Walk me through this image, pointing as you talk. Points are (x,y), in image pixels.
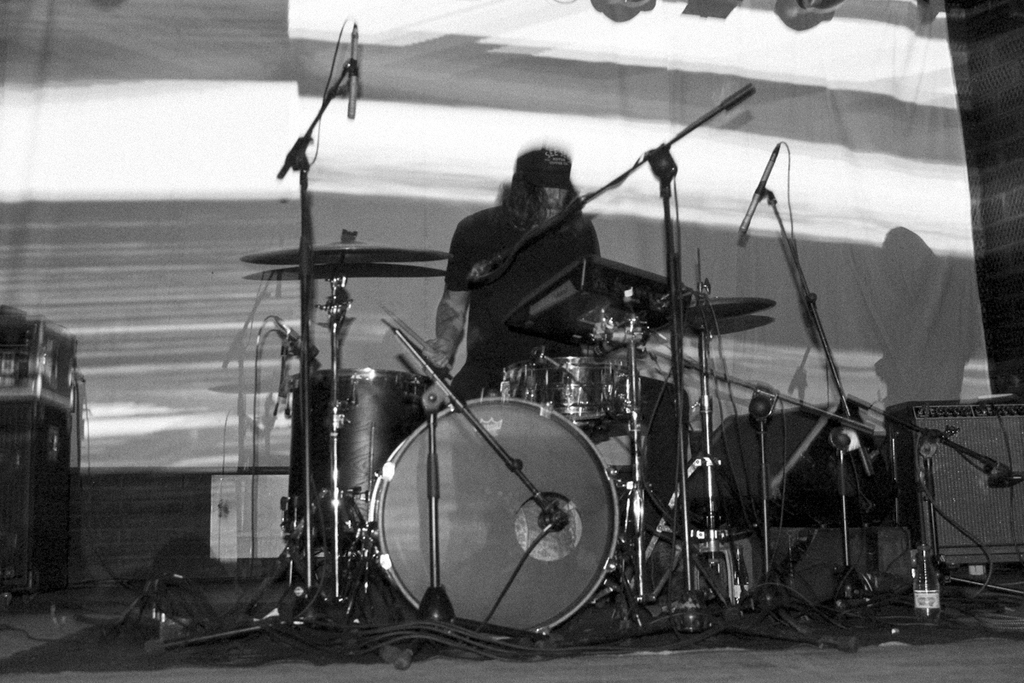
In this image I can see there is a man (515,197) standing and playing drum set (447,415), there are few microphones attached to the microphone stand (686,133). There are few lights (639,8) attached to the ceiling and there is a screen (614,97) in the backdrop (368,102).
